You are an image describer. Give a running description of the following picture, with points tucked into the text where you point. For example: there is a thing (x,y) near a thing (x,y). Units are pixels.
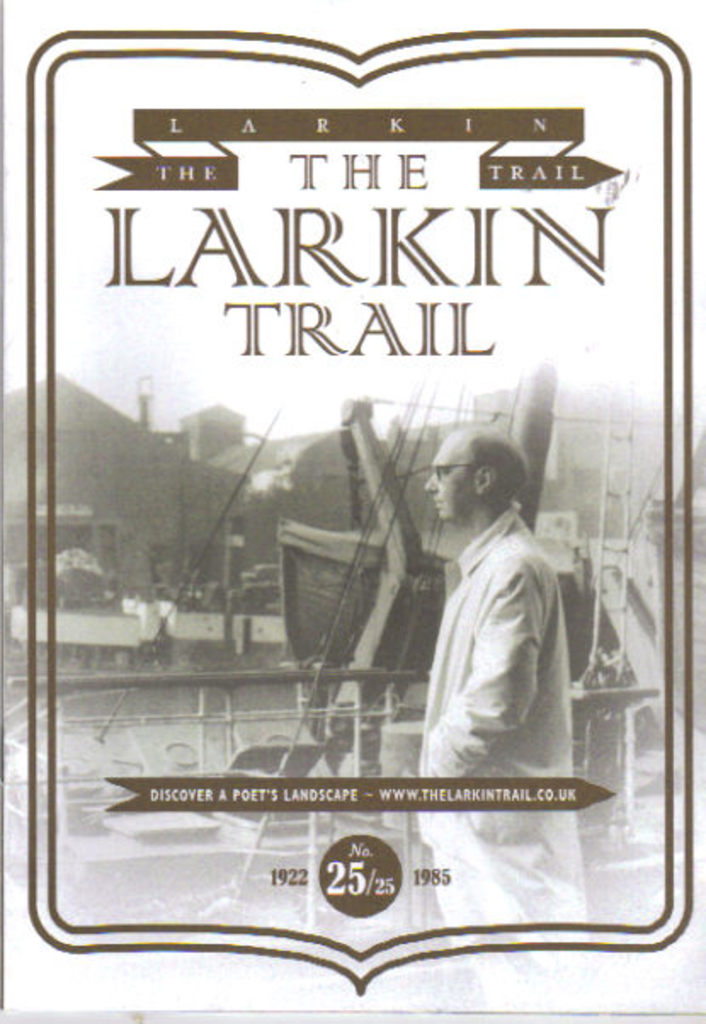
This is a poster and in this poster we can see a man (536,643) wore spectacle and standing, fence (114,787), buildings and some text (464,305).
